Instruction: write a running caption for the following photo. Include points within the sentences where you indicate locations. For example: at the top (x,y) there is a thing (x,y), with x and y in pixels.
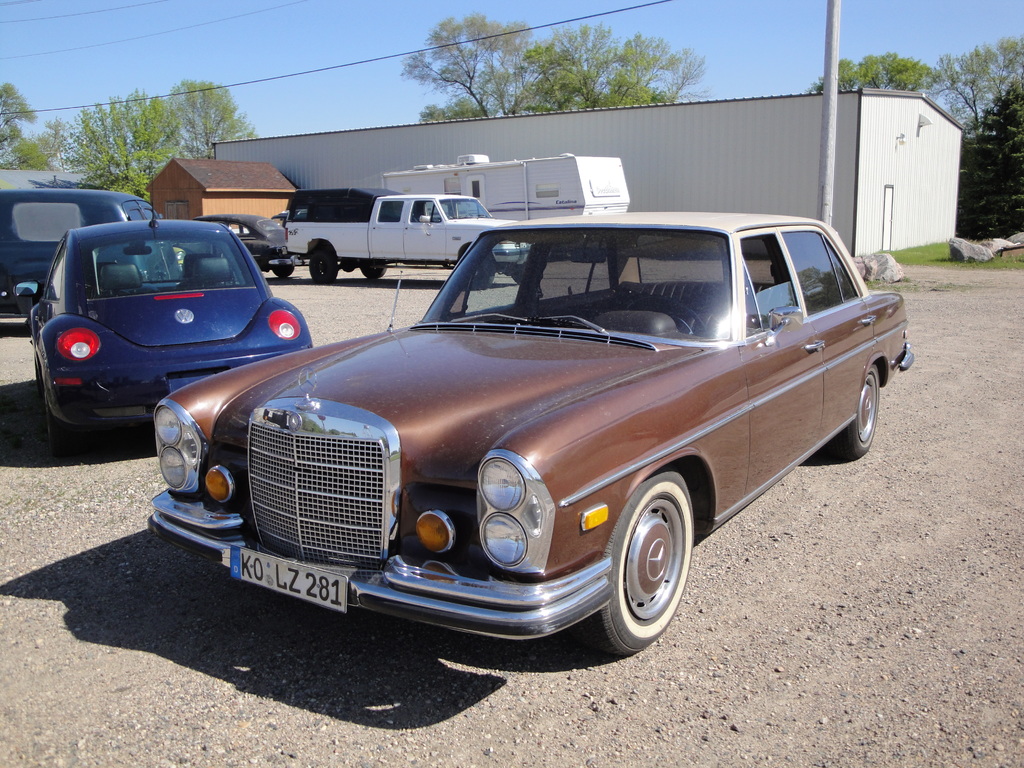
In this image I can see number of vehicles (351,388) and here I can see something is written. In the background (287,156) I can see a building (453,151), few trees (604,97), a pole (837,5), few wires (172,94) and the sky (306,82).
